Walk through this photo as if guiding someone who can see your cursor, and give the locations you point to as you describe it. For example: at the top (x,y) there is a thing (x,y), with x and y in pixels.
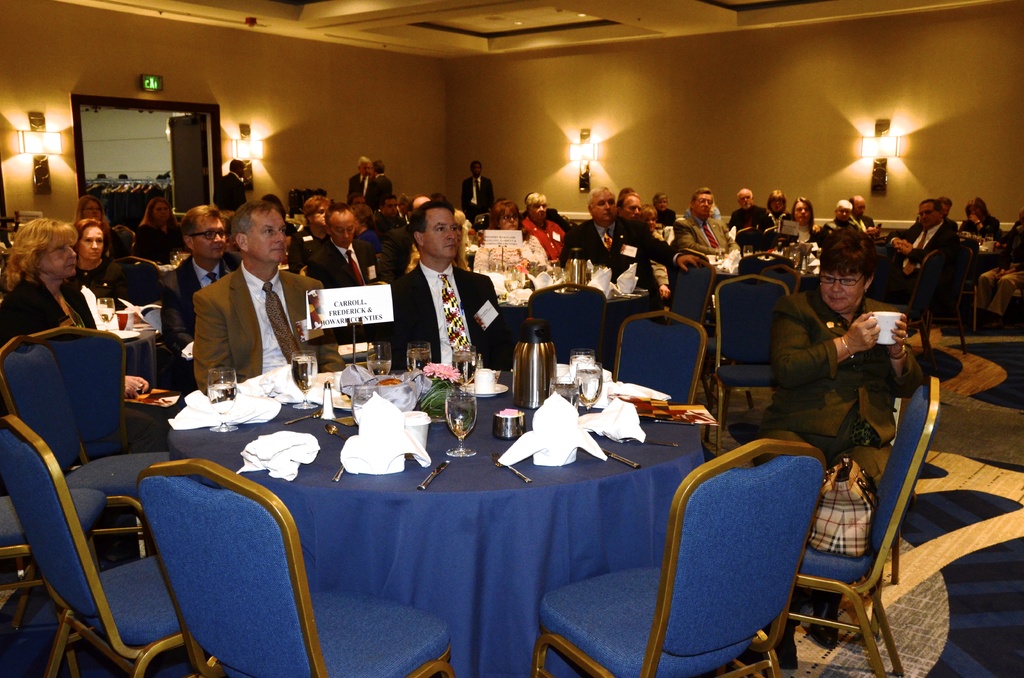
This picture describes about group of people (842,419) most of them are seated on the chair (877,507), in front of them we can find glasses (460,428), clothes (544,444), spoons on the table (437,456), in the background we can see couple of lights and a wall (426,119).
